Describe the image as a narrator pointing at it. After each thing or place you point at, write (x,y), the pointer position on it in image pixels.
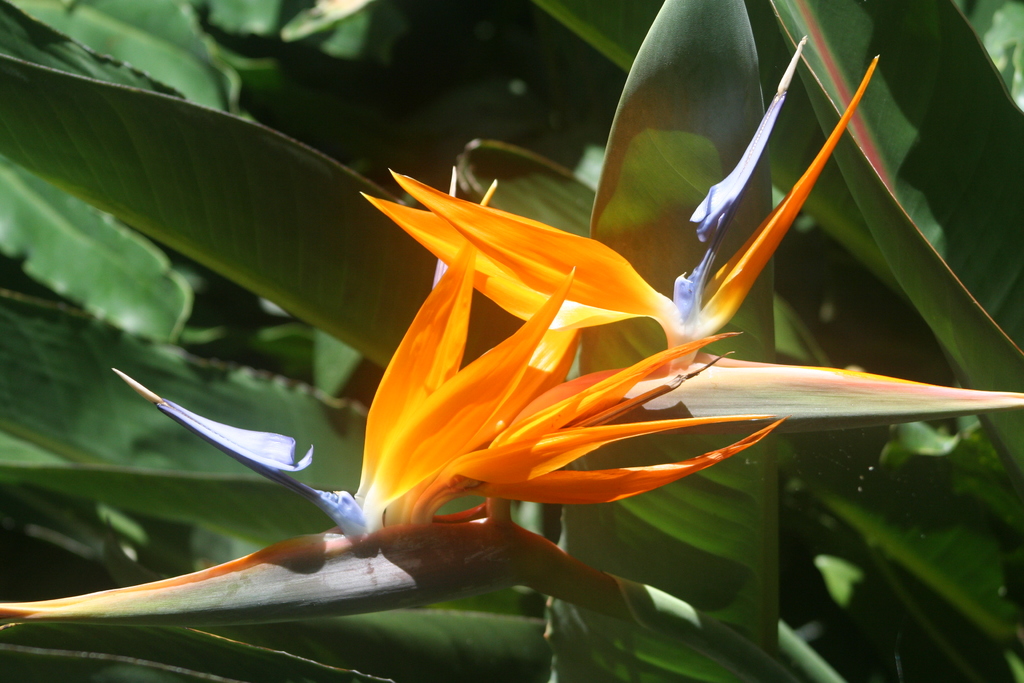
In this image in the front (533,451) there is a flower (520,436). In the background (274,155) there are leaves (894,184).
